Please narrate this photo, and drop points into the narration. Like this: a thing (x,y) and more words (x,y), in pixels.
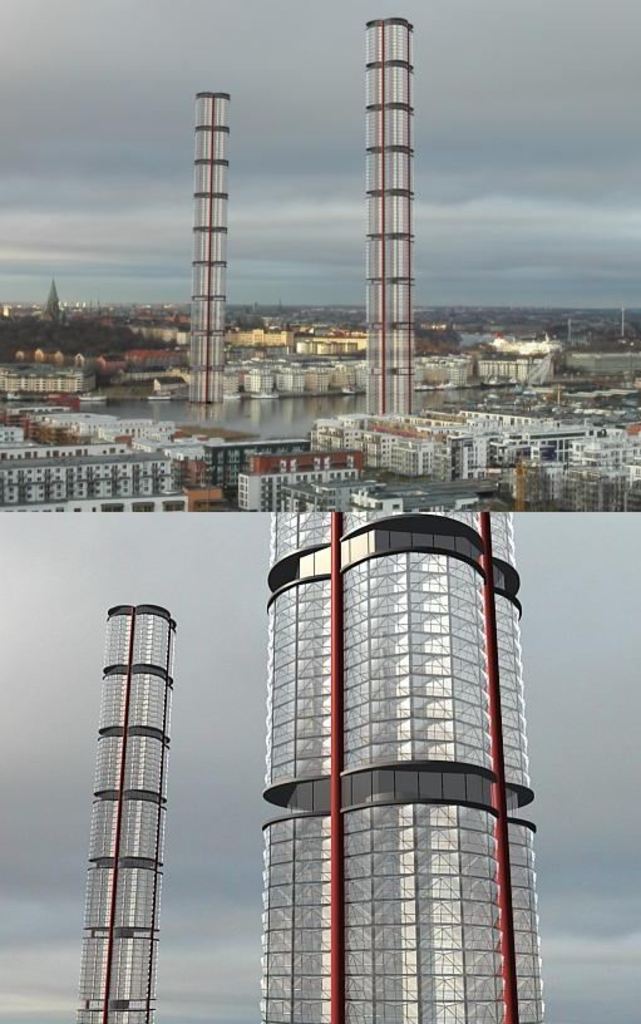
This is a collage photo, where on the bottom (273,877), there are skyscrapers (316,931). On the top (381,325), along with the skyscrapers (211,375), there are buildings (149,361), water (280,402), sky (292,274) and the cloud (294,136).
